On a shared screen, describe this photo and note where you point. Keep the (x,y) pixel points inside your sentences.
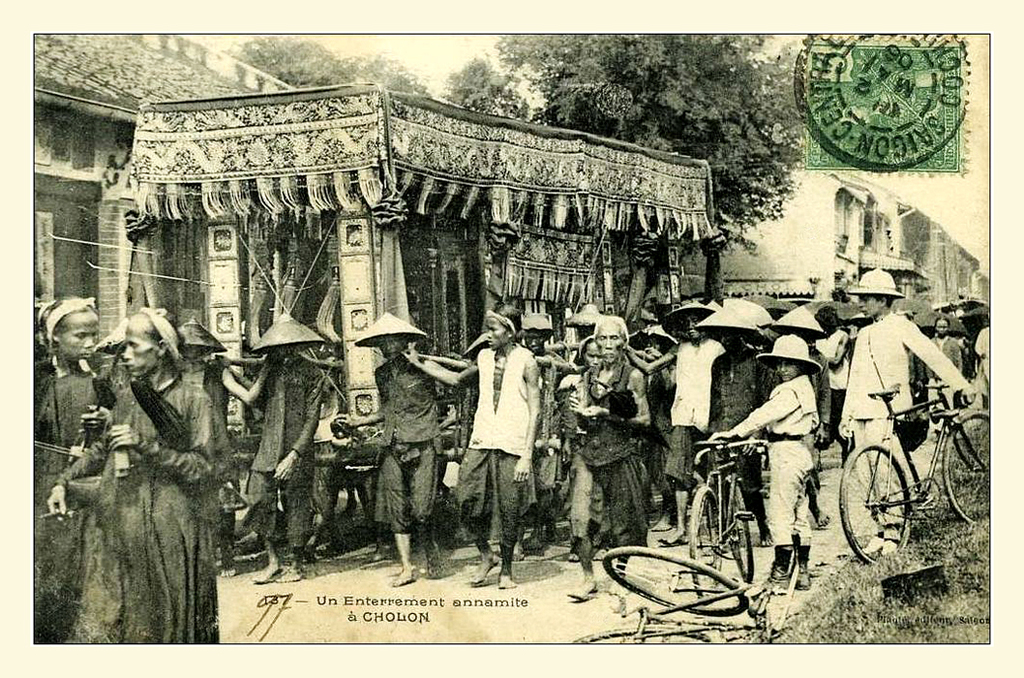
In this Image I see number of people (35,632) who are on the path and most of them are wearing caps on their heads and I see cycles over here. In the background (735,277) I see the buildings (723,267) and the trees (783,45).
